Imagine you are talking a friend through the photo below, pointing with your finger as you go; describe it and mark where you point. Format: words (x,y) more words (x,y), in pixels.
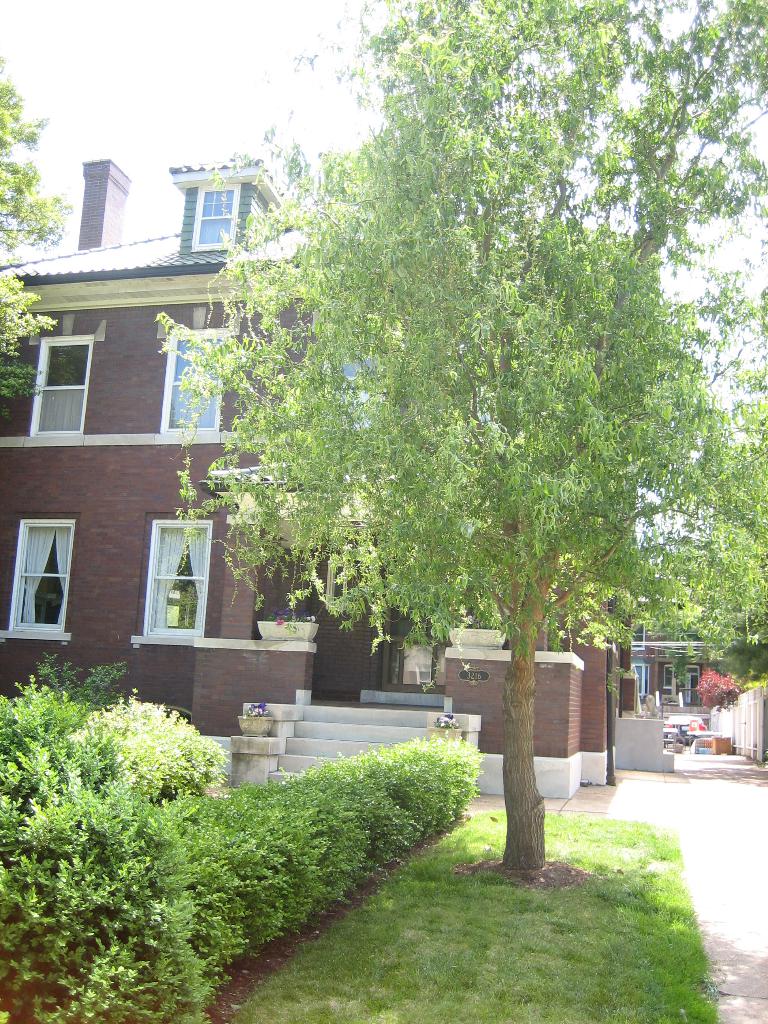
In this image I can see building (112,583), in front of the building (109,576) I can see trees (415,52) and bushes (287,883) and at the top (209,52) I can see the sky (309,96) and in front of the building (347,674) I can see staircase (312,765) and flower pot (249,723) and the wall (309,686).
